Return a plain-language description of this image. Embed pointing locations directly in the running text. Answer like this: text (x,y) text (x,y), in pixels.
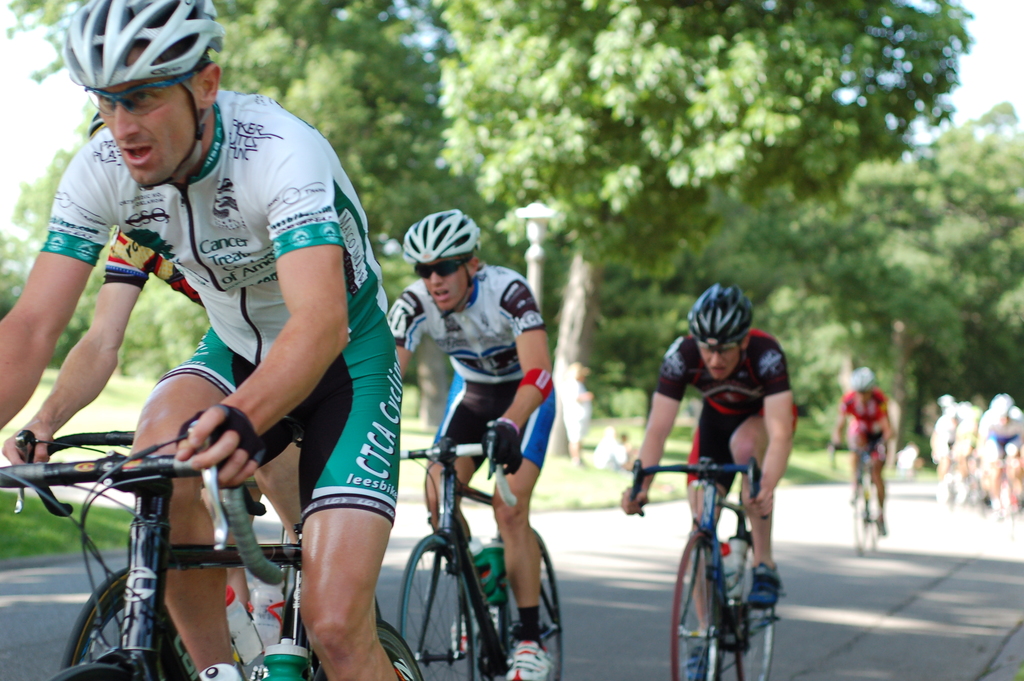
In this image we can see few people (385,665) are riding bicycles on the road (575,574). In the background (590,498) we can see grass (595,480), pole (532,219), people (583,411), trees (623,317), and sky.
